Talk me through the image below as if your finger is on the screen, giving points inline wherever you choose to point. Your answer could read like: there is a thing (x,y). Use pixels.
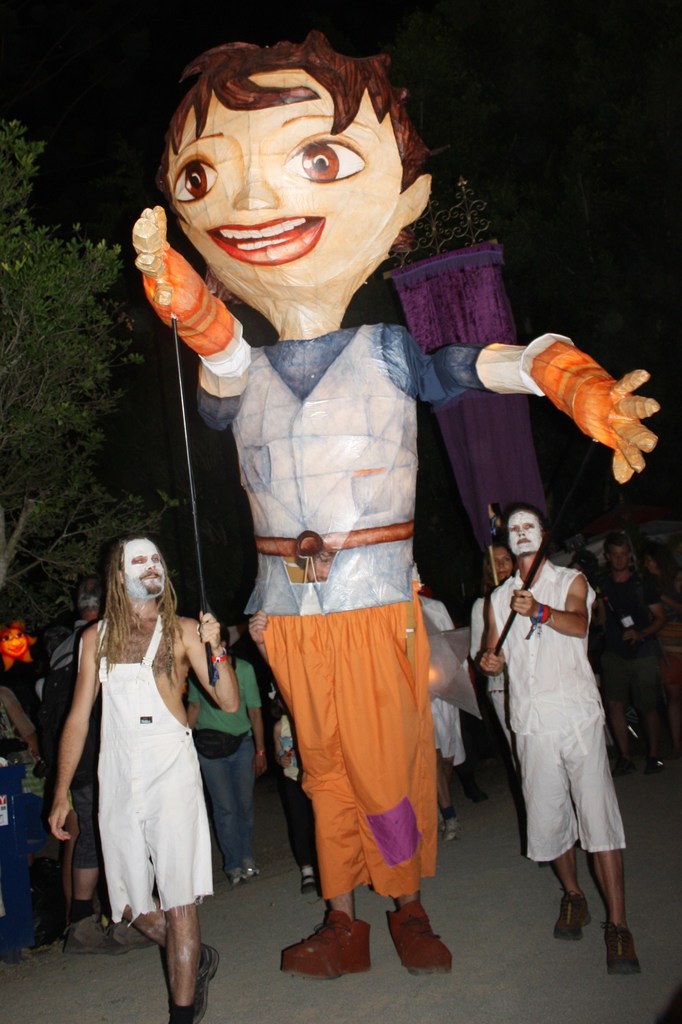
In the center of the image (276,532) a clown (260,372) is there. In the background of the image (234,667) some persons (548,626) are standing. On the left side of the image (85,284) a tree (71,404) is there. At the bottom of the image (453,986) ground (442,986) is present.
